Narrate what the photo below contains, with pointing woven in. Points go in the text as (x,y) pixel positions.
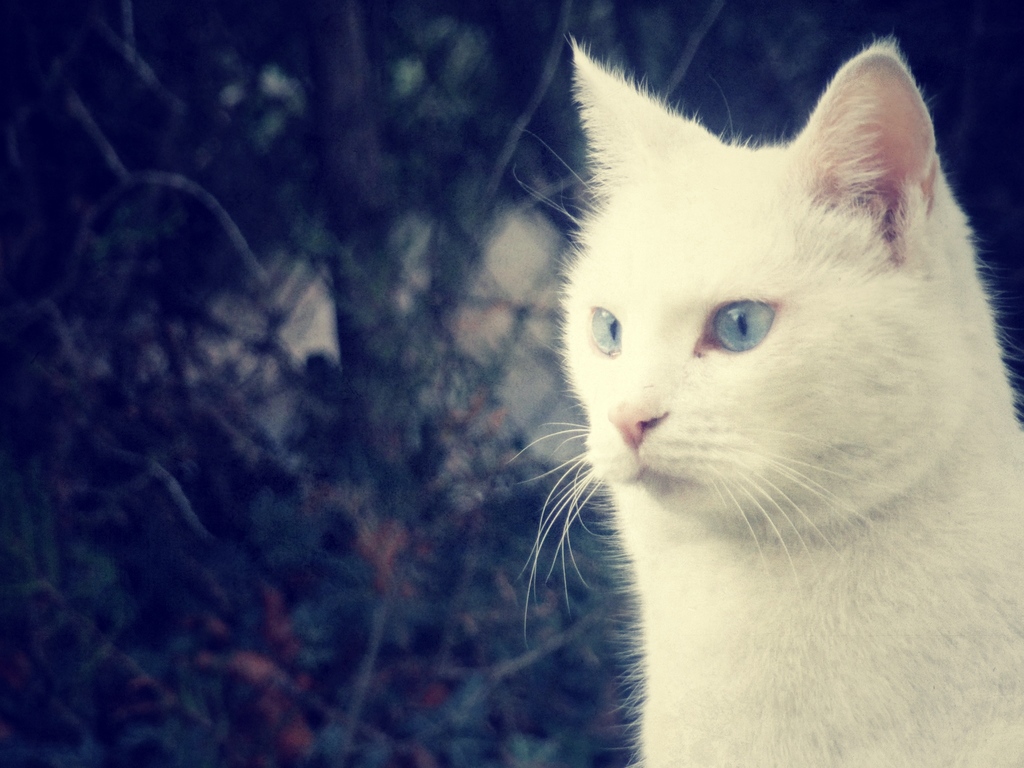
In the picture we can see a cat (928,522) which is white in color, behind it, we can see some objects (333,393) which are not clearly visible.
